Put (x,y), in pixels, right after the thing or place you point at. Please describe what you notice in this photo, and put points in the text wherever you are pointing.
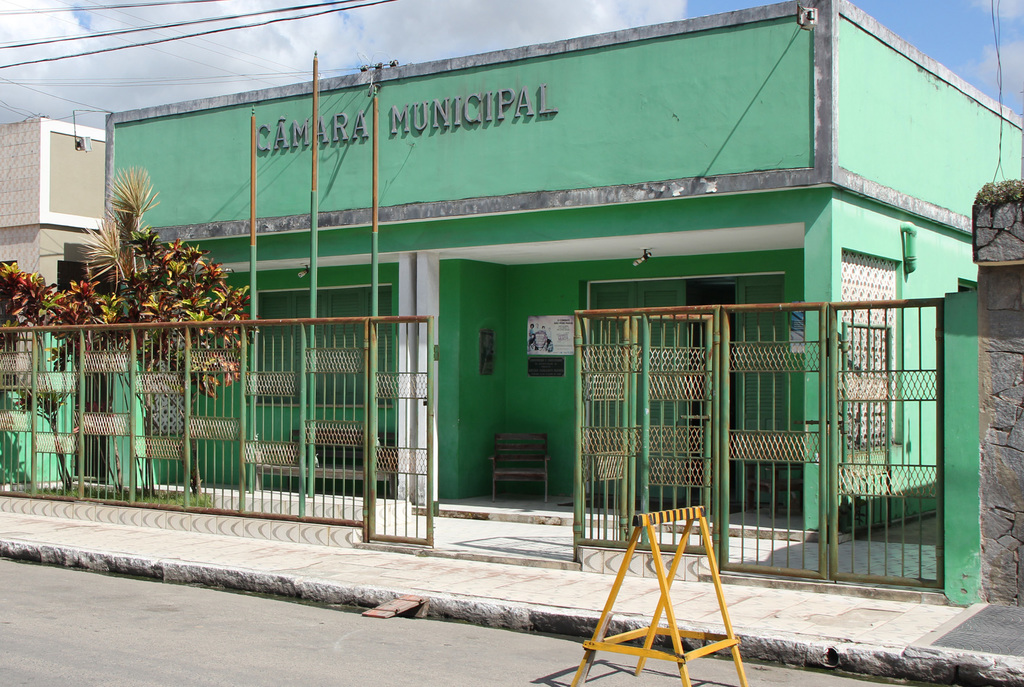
In this image in the front (655,570) this is a stand (663,597) which is yellow in colour on the road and in the center (384,382) there is a fence (133,384) behind the fence (131,412) there are trees (75,291) and there are buildings (199,177) and there are poles (315,150) and there is some text (318,135) written on the wall (458,129) which is green in colour and the sky (258,31) is cloudy.
